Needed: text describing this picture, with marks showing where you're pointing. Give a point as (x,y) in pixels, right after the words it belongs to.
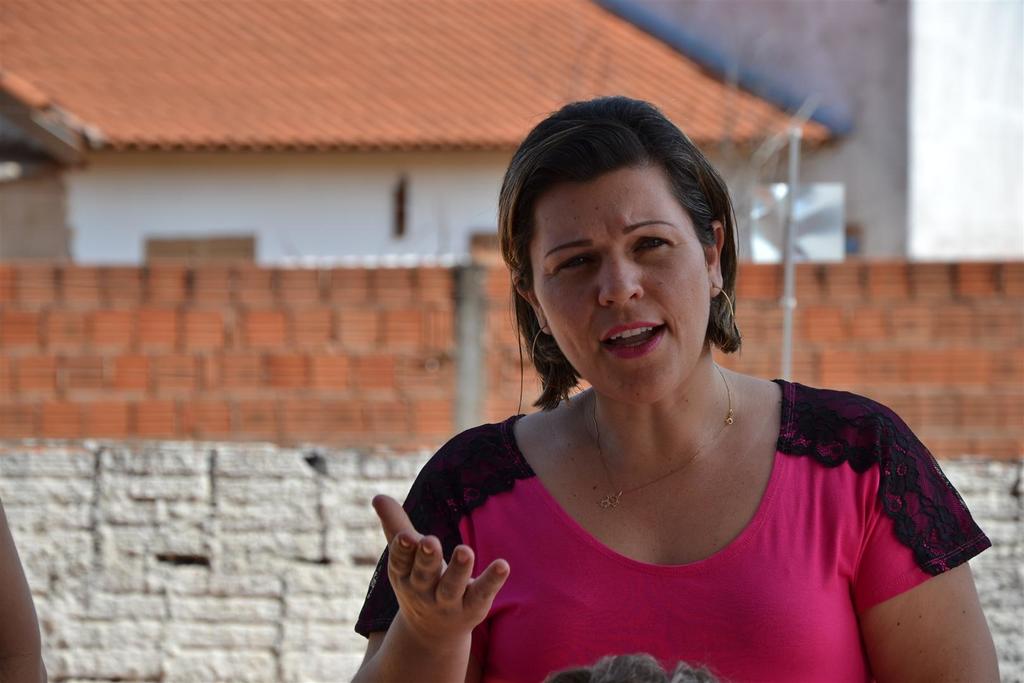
In the foreground of this image (806,540), there is a woman (787,570) in pink T shirt (753,643). In the background (254,493), there are walls (227,526), a house (558,94) and it seems like a pole (791,339) behind her.
